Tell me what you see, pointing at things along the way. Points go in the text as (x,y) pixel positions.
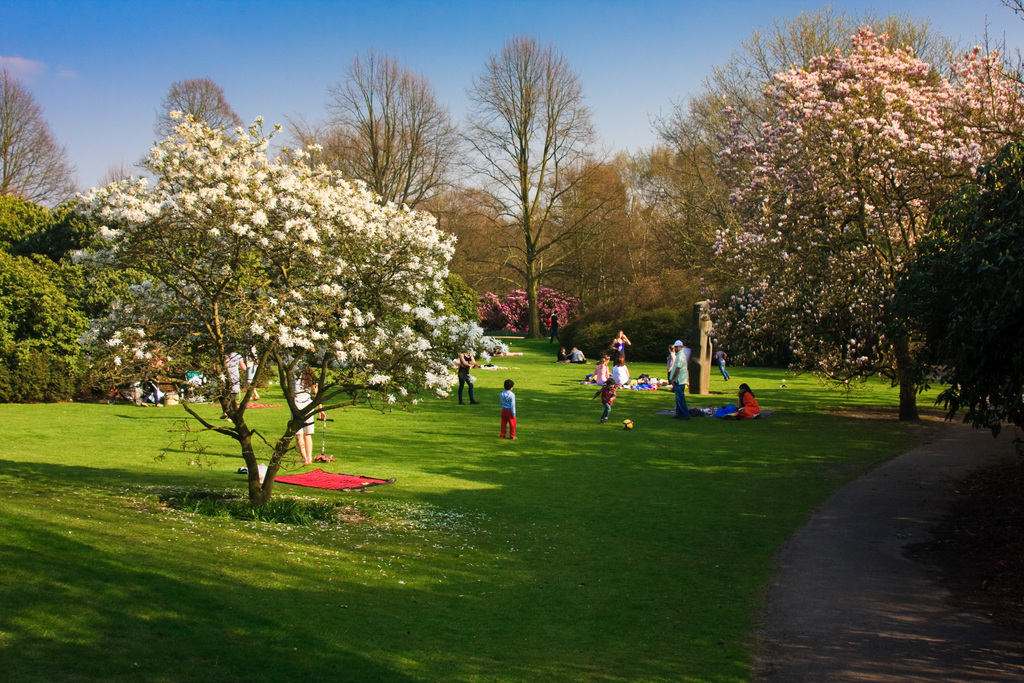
In this picture we can see some people (670,347), clothes (309,486), some objects (693,349) on the grass (560,409), path (864,490), trees (2,257) and in the background (331,39) we can see the sky (166,30).
